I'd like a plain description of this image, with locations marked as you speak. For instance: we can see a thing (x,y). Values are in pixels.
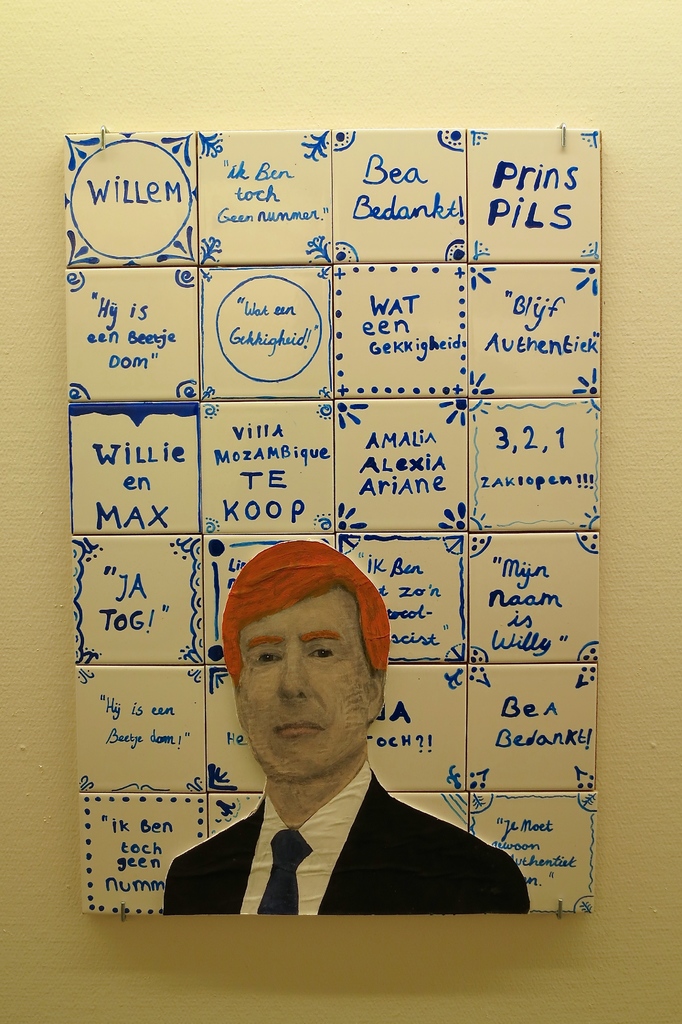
In this image we can see a paper (262,893) on which one person picture (283,760) was drawn and some text (146,854) was written on the cubes (317,496).
